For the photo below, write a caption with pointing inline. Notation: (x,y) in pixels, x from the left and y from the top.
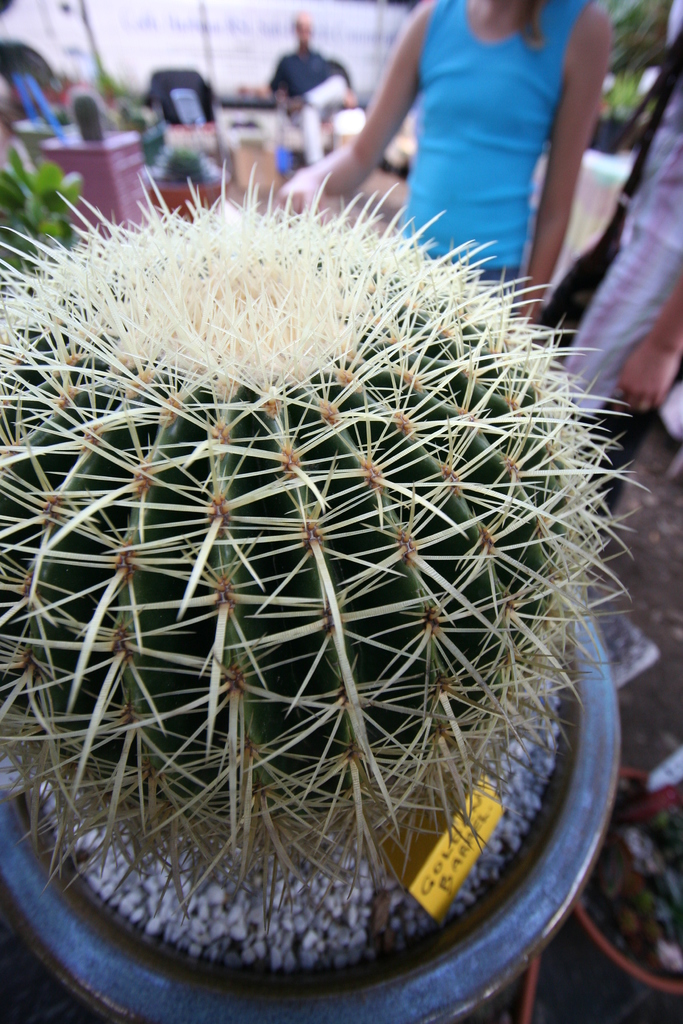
In the foreground of the picture (172,370) there is a cactus plant (84,772). On the right (584,102) there are two women (552,190) standing. The background (25,40) is blurred. In the background (86,145) there are plants (181,154), chair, a person (318,74) and the wall (212,23).
